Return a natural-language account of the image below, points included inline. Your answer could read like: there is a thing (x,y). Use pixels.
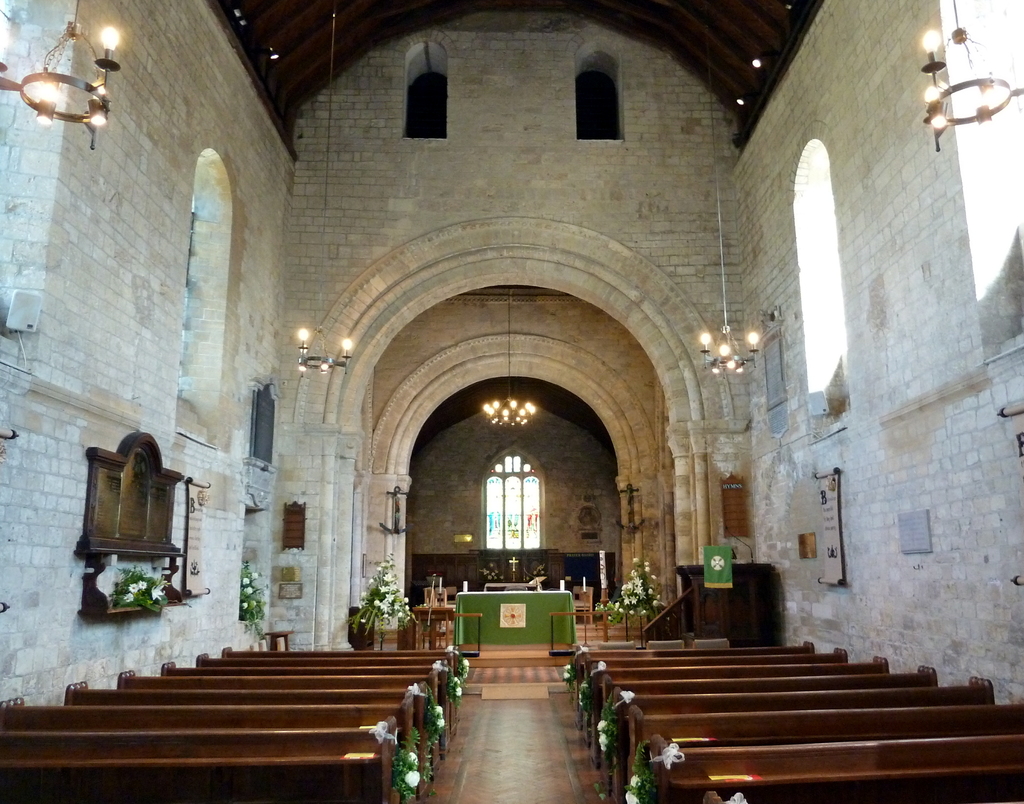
In this picture I can see there are a few benches (424,745) to the left (191,783) and right side (695,762), there are few flowers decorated on the benches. There are few windows (198,254) to the left (198,358) and right side (978,230). There is a window (534,494) in the backdrop (531,525) and it has a stained glass (500,511). There are a few posters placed on the wall (952,447). There are few flowers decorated to the wall (136,113).
